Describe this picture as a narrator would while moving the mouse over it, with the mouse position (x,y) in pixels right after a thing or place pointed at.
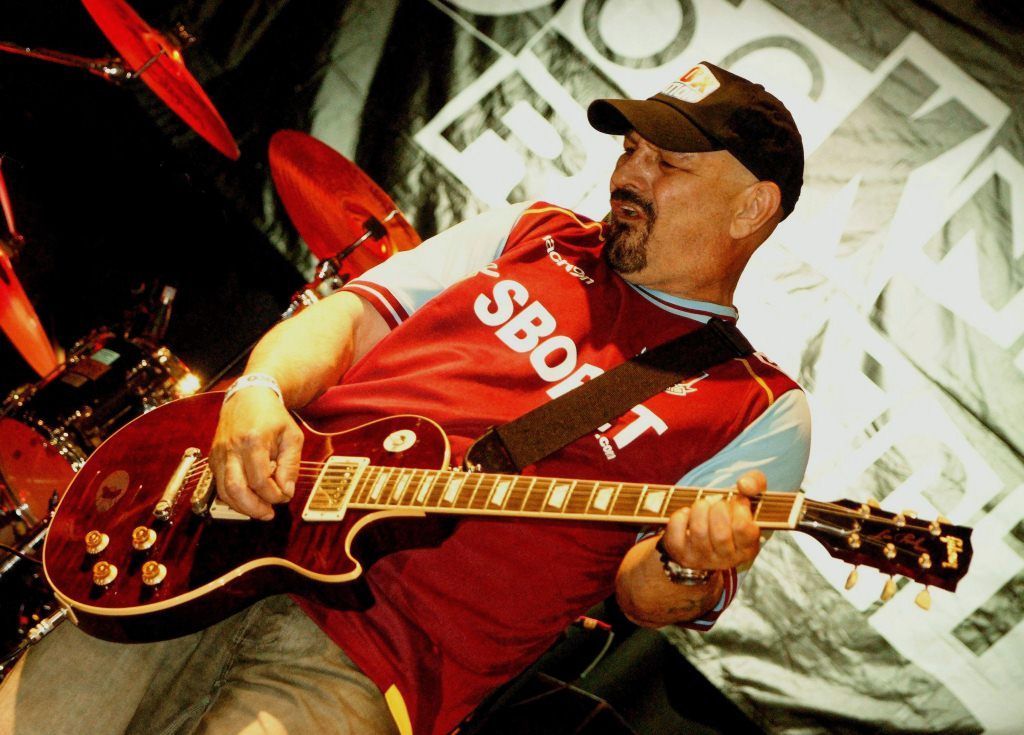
In this image we can see a person (471,382) standing and playing a guitar (311,536) and also we can see some musical instruments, in the background (562,149), we can see a banner (818,475).
